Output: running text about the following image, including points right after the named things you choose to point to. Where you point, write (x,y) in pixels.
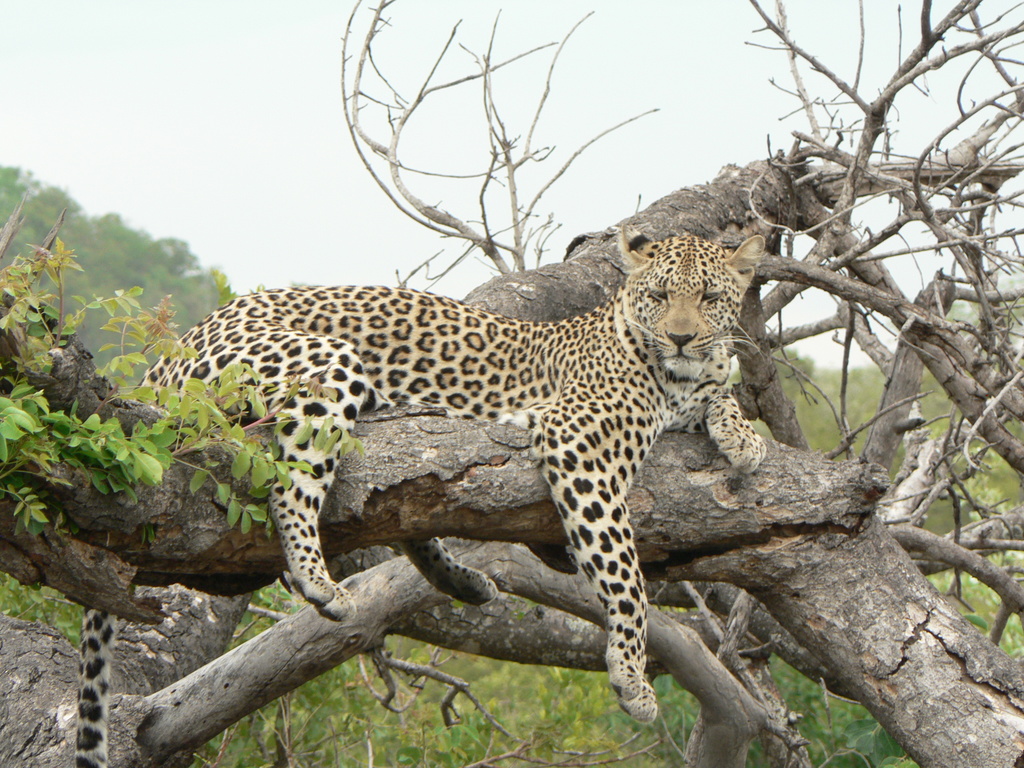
In this picture we can see a brown color leopard (490,396) is sitting on the tree branch (471,515). Behind there are some trees (347,738).
